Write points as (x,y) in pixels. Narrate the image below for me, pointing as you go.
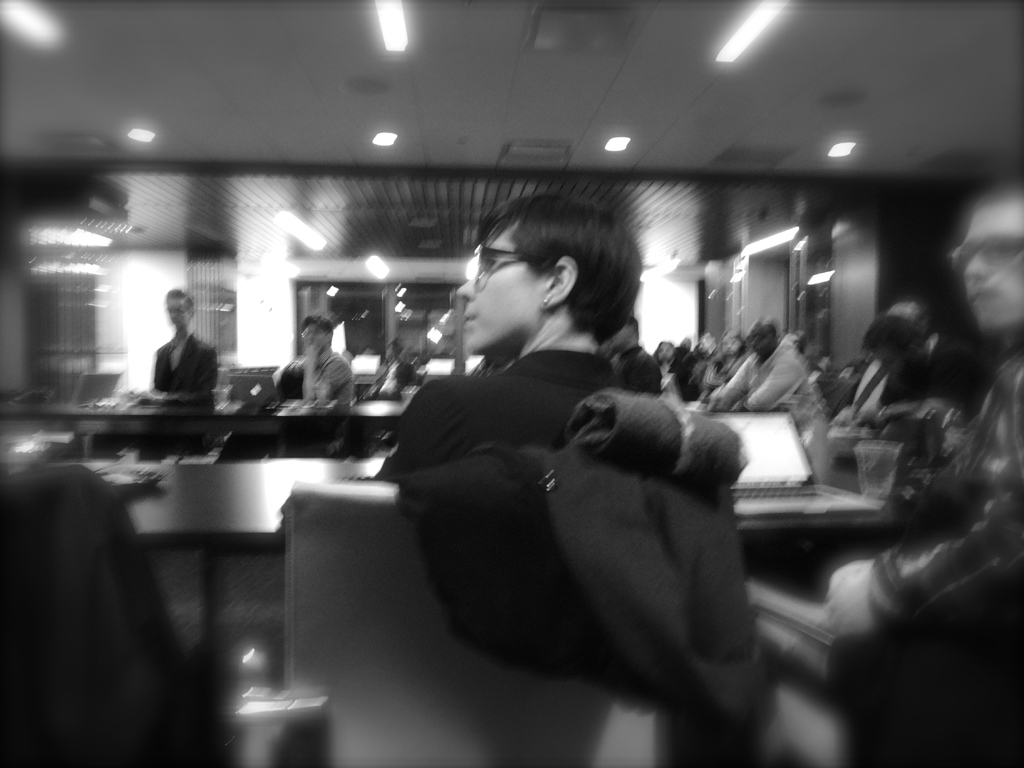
In this picture I can see a person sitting on the chair (566,705), there are group of people (989,475) sitting on the chairs (15,499), there are laptops (758,495) and some other items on the tables (8,425), there are lights (3,36) and some other items (725,646).
